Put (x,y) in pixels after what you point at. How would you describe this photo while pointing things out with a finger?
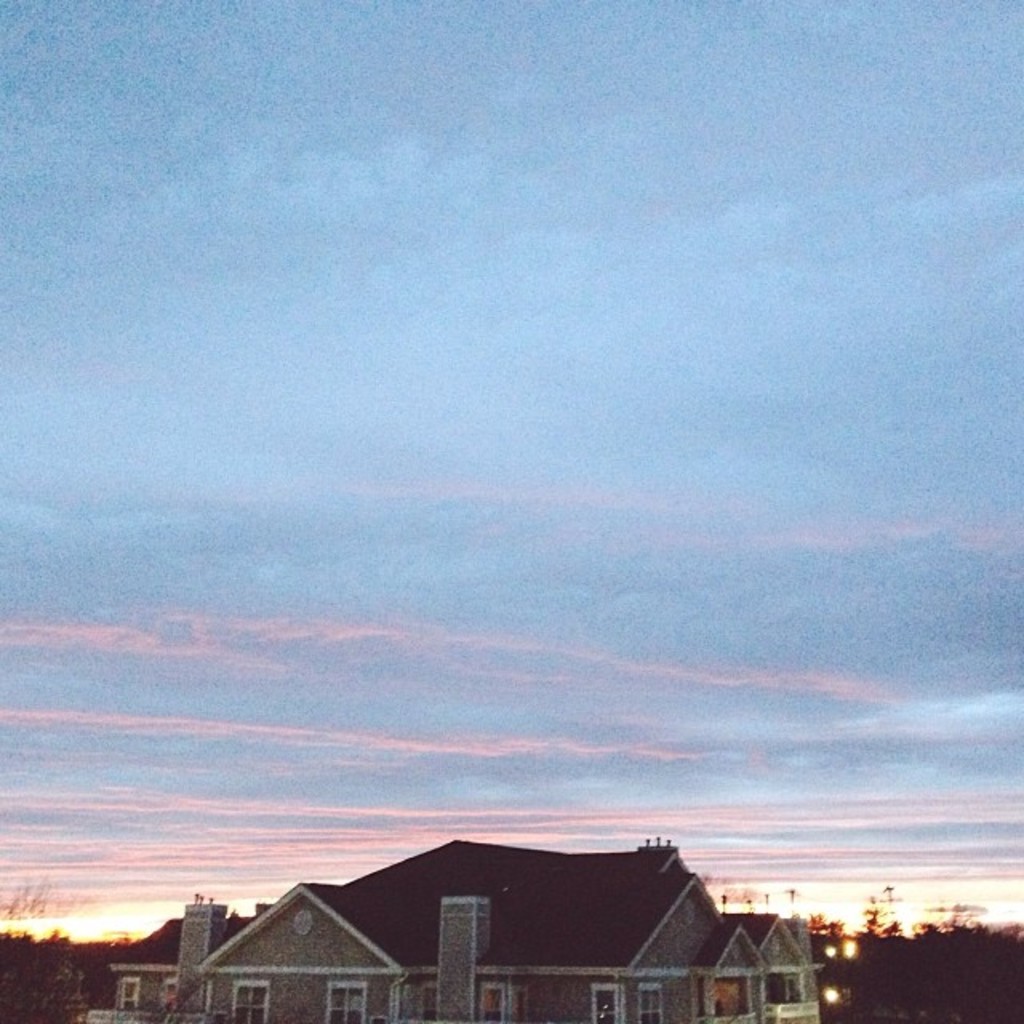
At the bottom of this image (432,944) I can see a building (433,955) and some trees (958,950) and also there are some lights (853,953). On the top of the image (475,154) I can see the sky (347,323).
